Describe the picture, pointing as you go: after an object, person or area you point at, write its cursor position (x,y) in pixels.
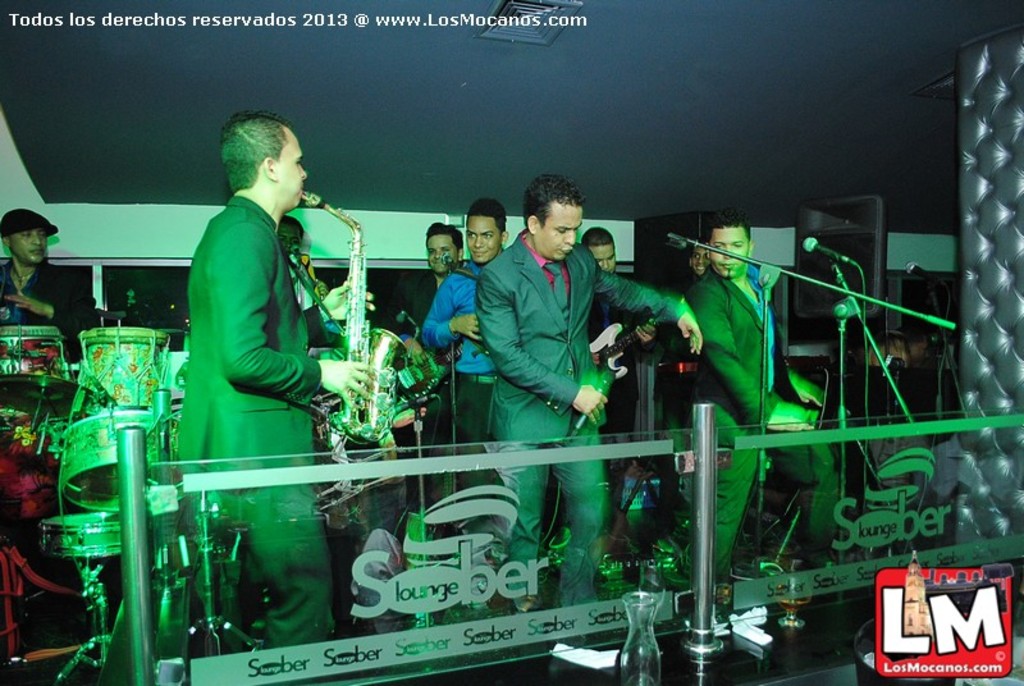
In this picture there is a man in the center of the image (597,433), by holding mic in his hand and there is another man (234,352) on the left side of the image (201,307) he is playing saxophone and there are other people (830,489) in the background area of the image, there is a drum set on the left side of the image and there is a desk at the bottom side of the image (793,685), which contains glasses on it.
